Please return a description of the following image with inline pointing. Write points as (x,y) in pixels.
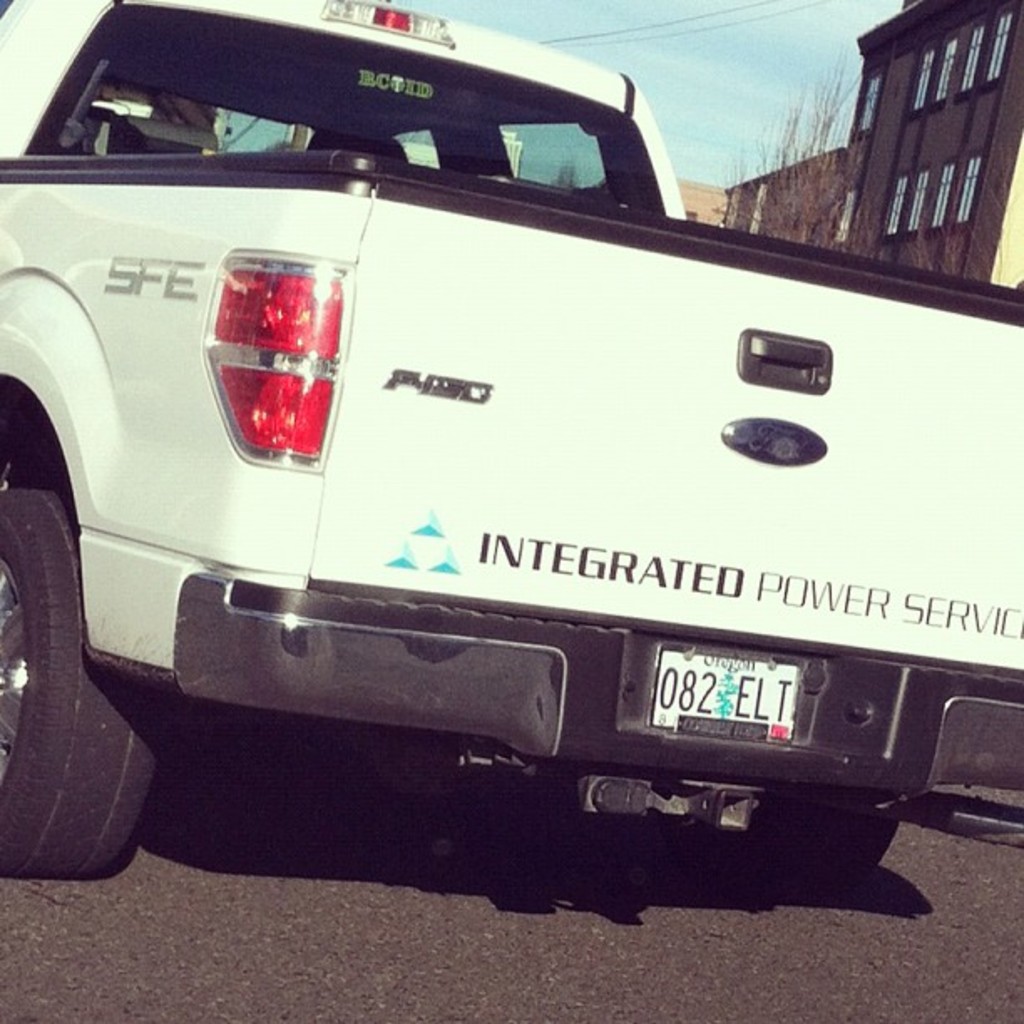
In this image I can see a vehicle (462,711) on the road (483,885). In the top right corner (883,160), I can see the buildings (814,189) and the sky (732,93).
